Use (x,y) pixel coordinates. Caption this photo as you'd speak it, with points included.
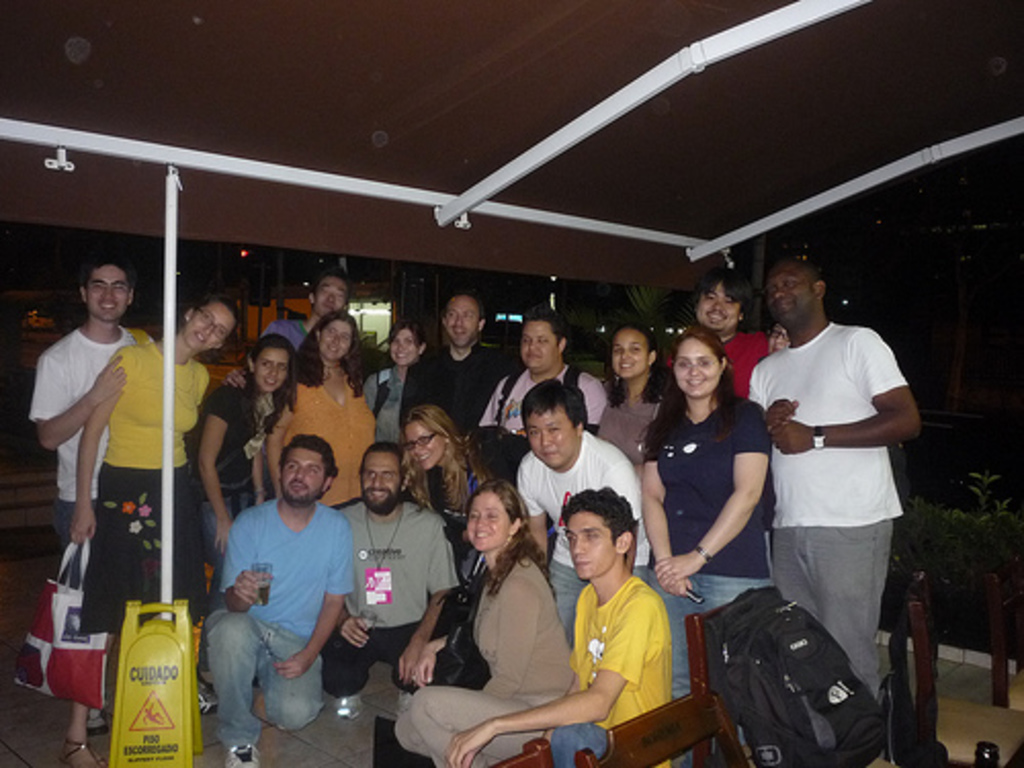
In this image we can see a group of people (674,552) standing on the floor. In that a woman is holding a bag (55,651) and the other is holding a cellphone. We can also see some people (394,678) sitting on their knees (438,711) in front of them. In that two men (263,605) are holding the glasses (264,584). On the bottom of the image (119,743) we can see a signboard (119,695) on the floor (207,744) and a bag (763,745) placed on a chair (727,735). On the backside (562,223) we can see some plants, lights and a roof (305,159) with some poles (259,163).
